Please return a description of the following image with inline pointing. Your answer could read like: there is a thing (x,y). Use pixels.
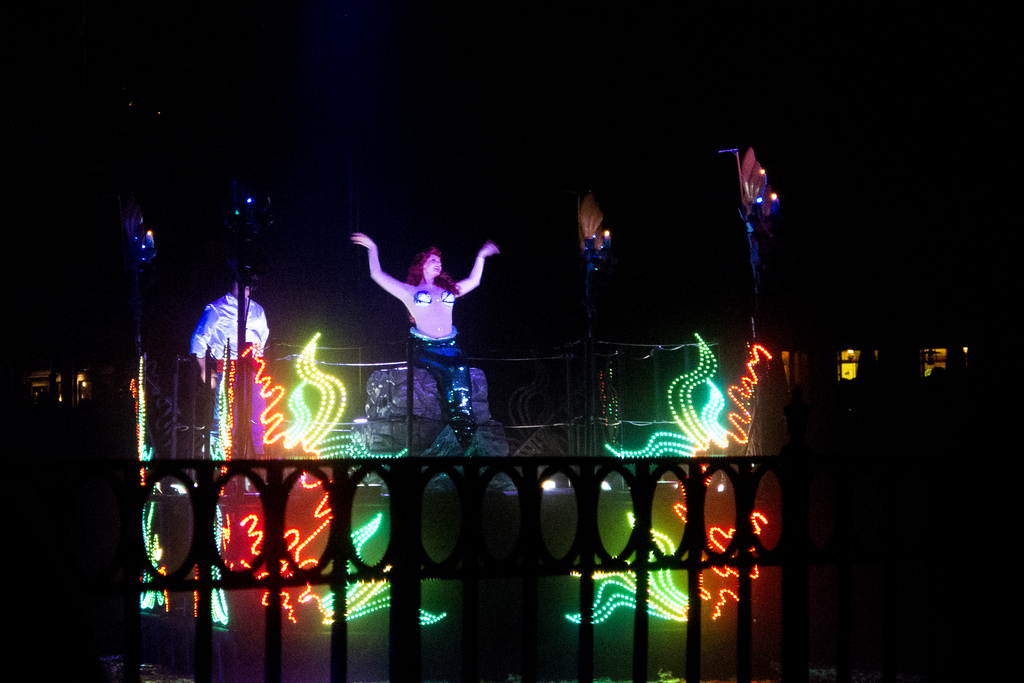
This is the woman (428,285) dancing. I think these are the iron grills (749,569). I can see the lightnings (714,403). The background (509,349) looks dark. I can see a person (232,327) standing.
